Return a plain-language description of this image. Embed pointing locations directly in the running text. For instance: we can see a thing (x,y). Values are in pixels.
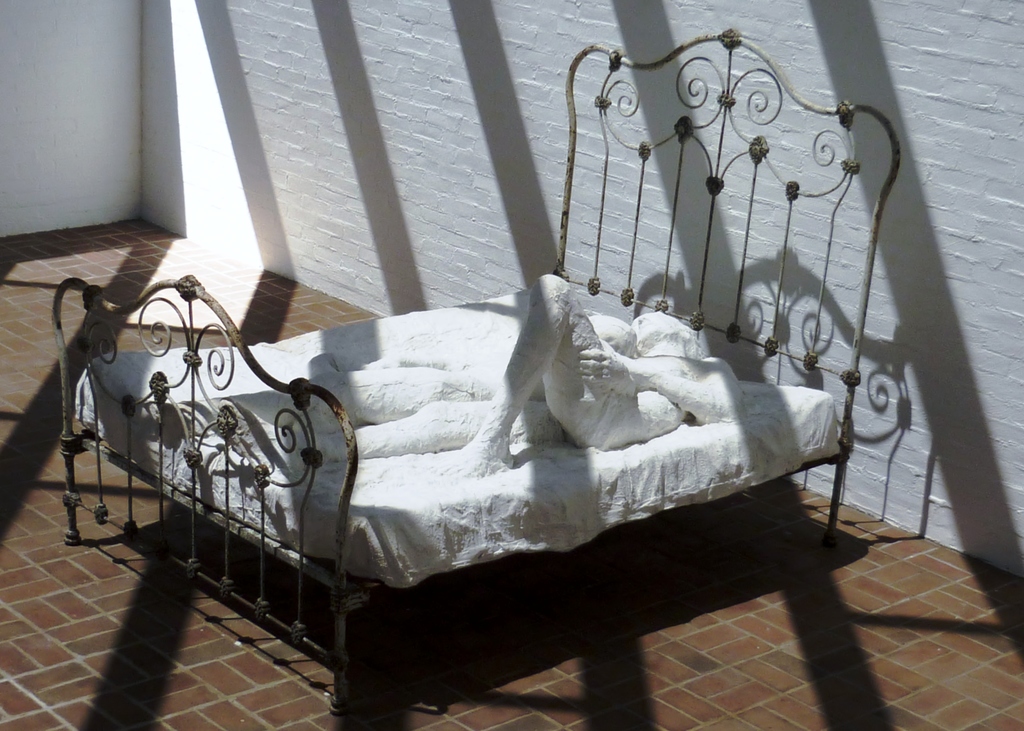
In this picture we can see a cot (454,544) on the floor (601,540) with a statue (561,325) on it and in the background (241,172) we can see the walls (193,95).
